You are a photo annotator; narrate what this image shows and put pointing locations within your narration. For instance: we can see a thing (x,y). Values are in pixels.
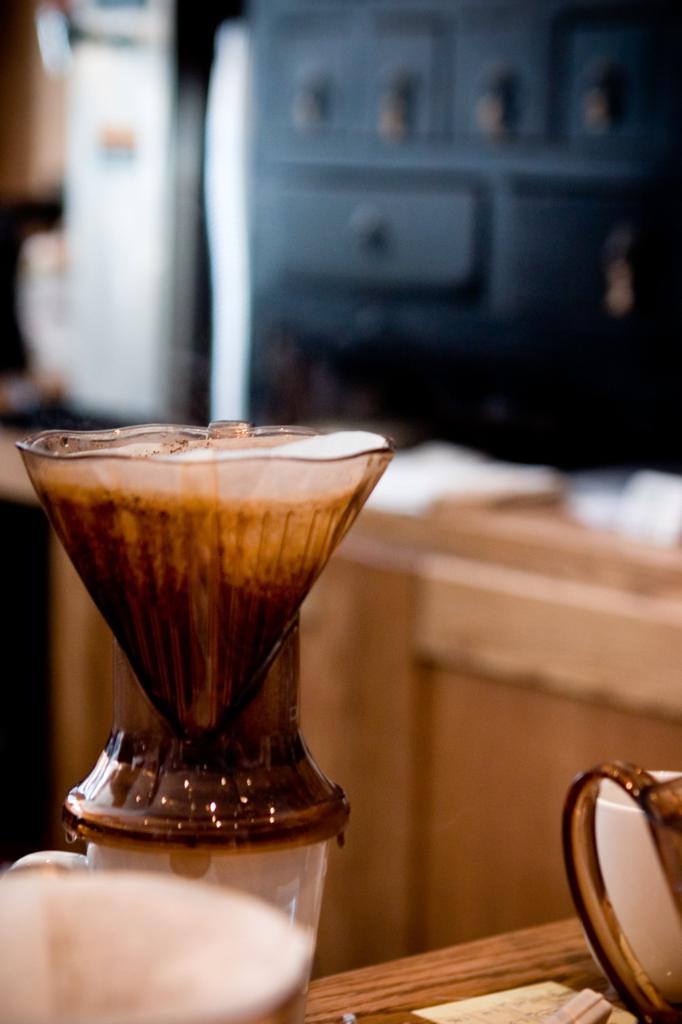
In this picture there is a coffee dripper (126,489) on the left side of the image (93,469), which is placed on a table (481,971) and the background area of the image is blurred.
